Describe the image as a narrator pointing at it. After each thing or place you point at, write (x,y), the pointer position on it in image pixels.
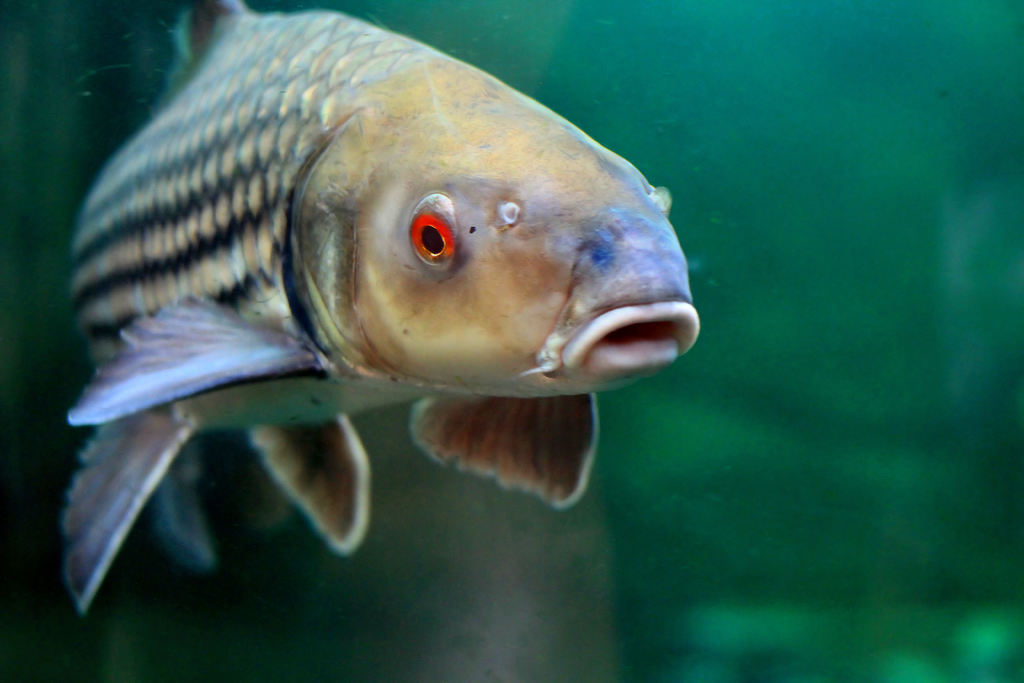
In this image, I can see a fish (595,417) in the water (703,420).
